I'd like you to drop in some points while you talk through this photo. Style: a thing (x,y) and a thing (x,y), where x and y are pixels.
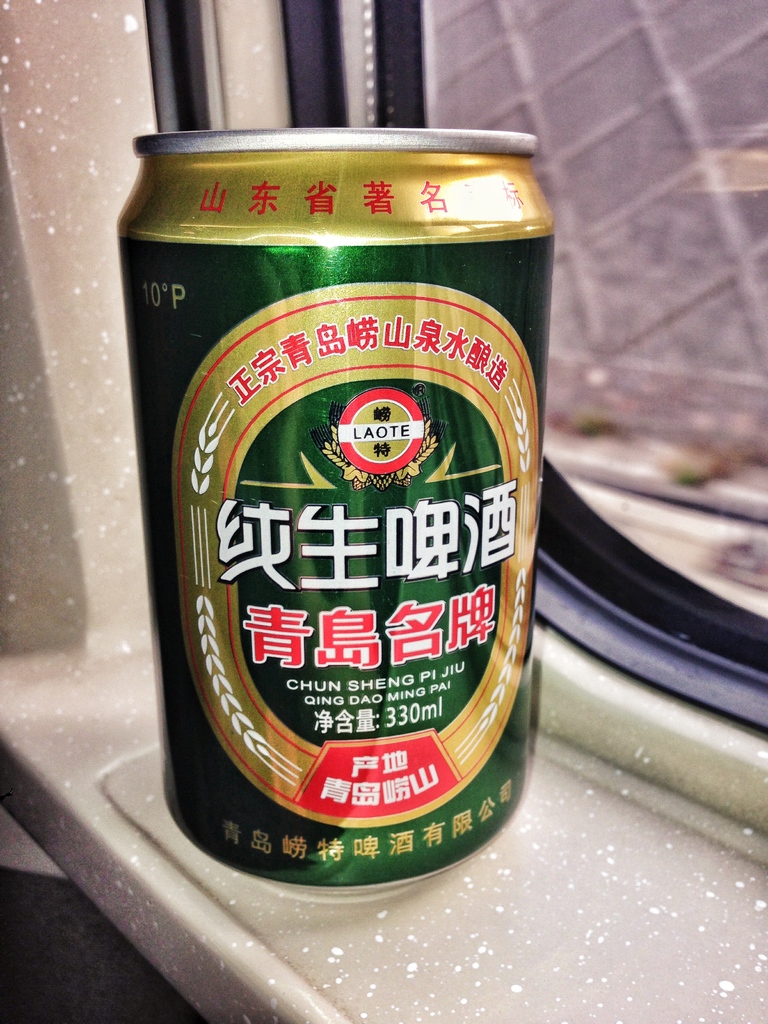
In the picture we can see a beer tin (274,270) which is green in color with some label (471,330) to it which is placed near the window (695,203) with a glass (564,202).
